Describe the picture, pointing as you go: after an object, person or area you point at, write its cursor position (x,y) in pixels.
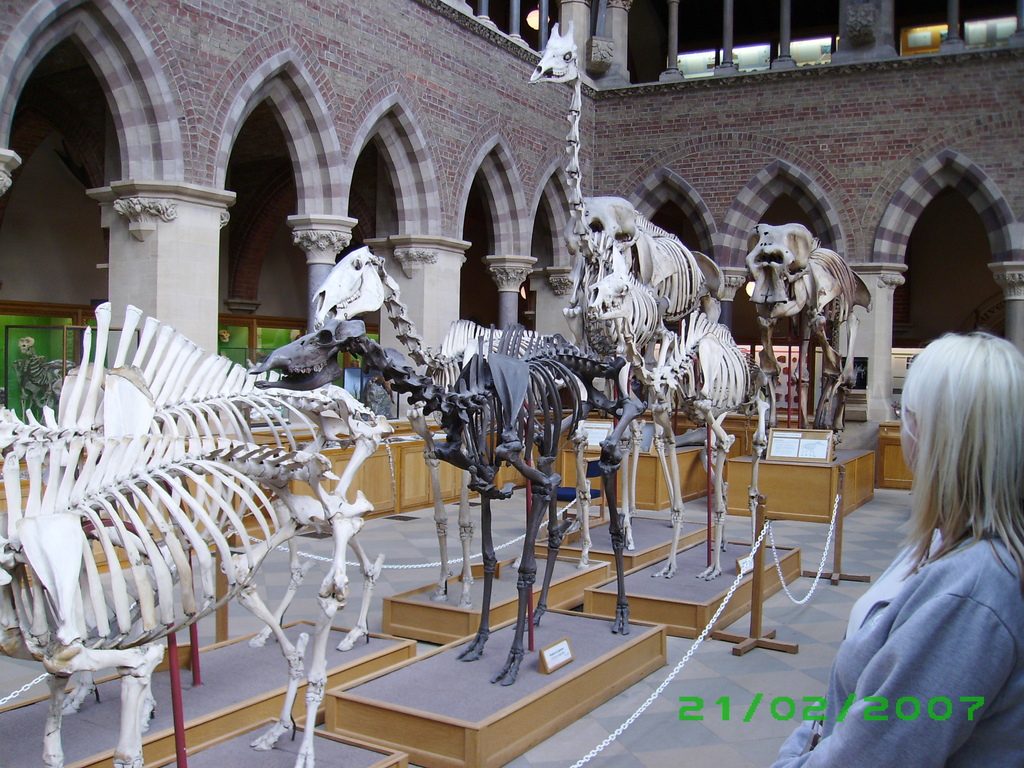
In this image we can see few skeletons (516,461) of animals (485,444) on a wooden surface (662,612) and there is a chain (778,559) attached to the pole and there is a woman (950,595) inside a building (476,214).
